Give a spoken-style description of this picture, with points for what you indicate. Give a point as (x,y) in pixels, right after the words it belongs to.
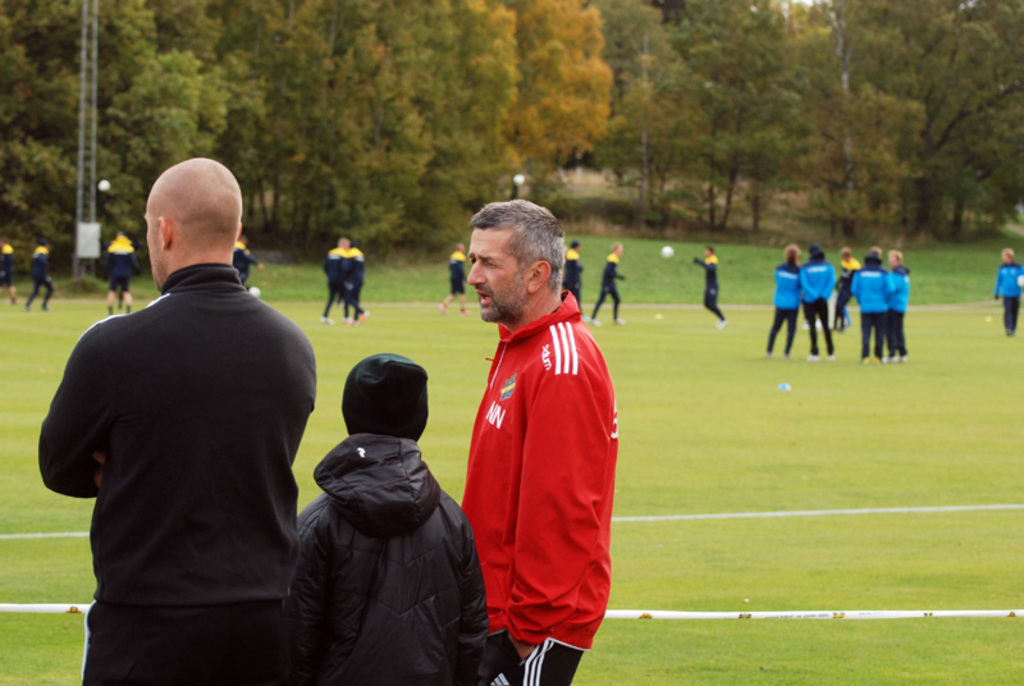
In this picture we can see three people (498,625) and a boundary rope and we can see a group of people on the ground (460,344), here we can see an electric pole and balls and in the background (800,188) we can see trees (542,3).
